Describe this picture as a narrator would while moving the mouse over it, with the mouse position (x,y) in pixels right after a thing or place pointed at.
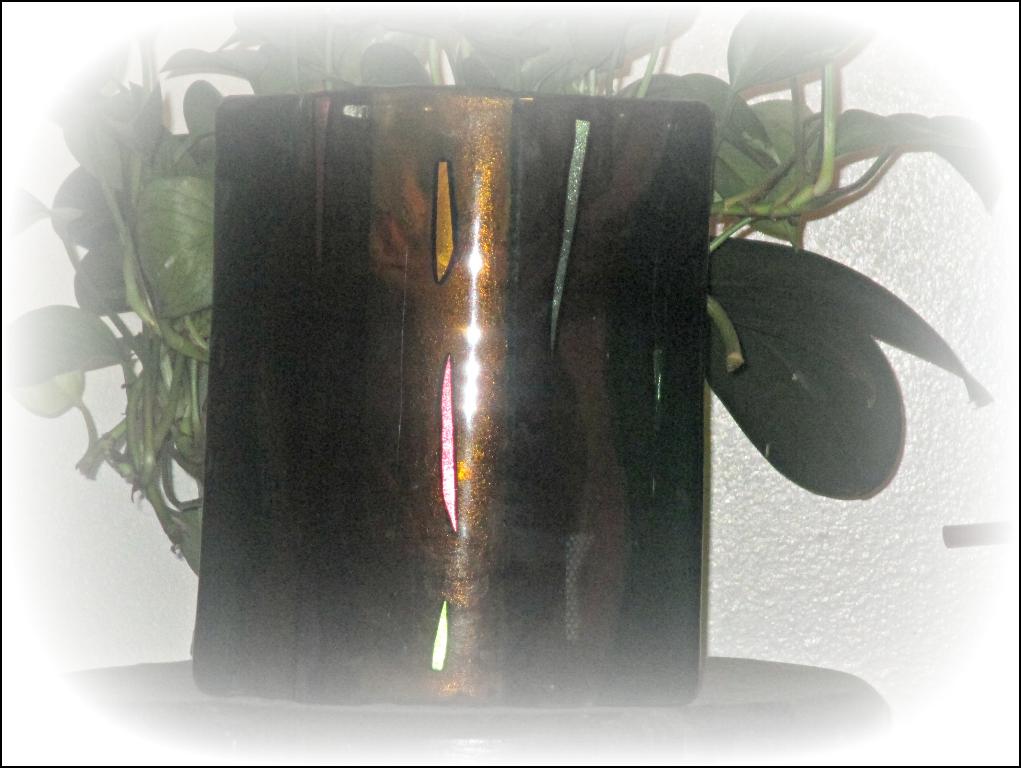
In this picture we can see a plant (750,147), pot (311,161) on a platform (126,692) and in the background (68,653) we can see white color.
